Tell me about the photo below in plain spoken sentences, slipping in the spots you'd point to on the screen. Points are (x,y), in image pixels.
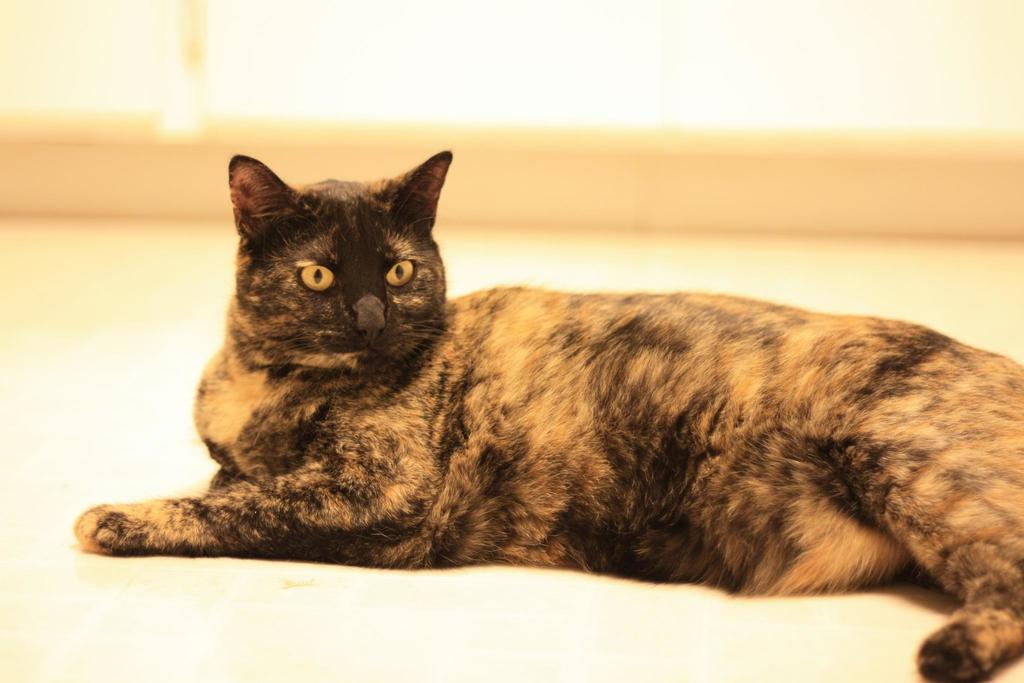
In this image there is a cat (656,469) truncated towards the right of the image (688,402), there is the floor (159,485) truncated towards the bottom of the image (373,651), there is the wall (173,166) truncated, there are curtains (454,81) truncated towards the top of the image (415,69).
